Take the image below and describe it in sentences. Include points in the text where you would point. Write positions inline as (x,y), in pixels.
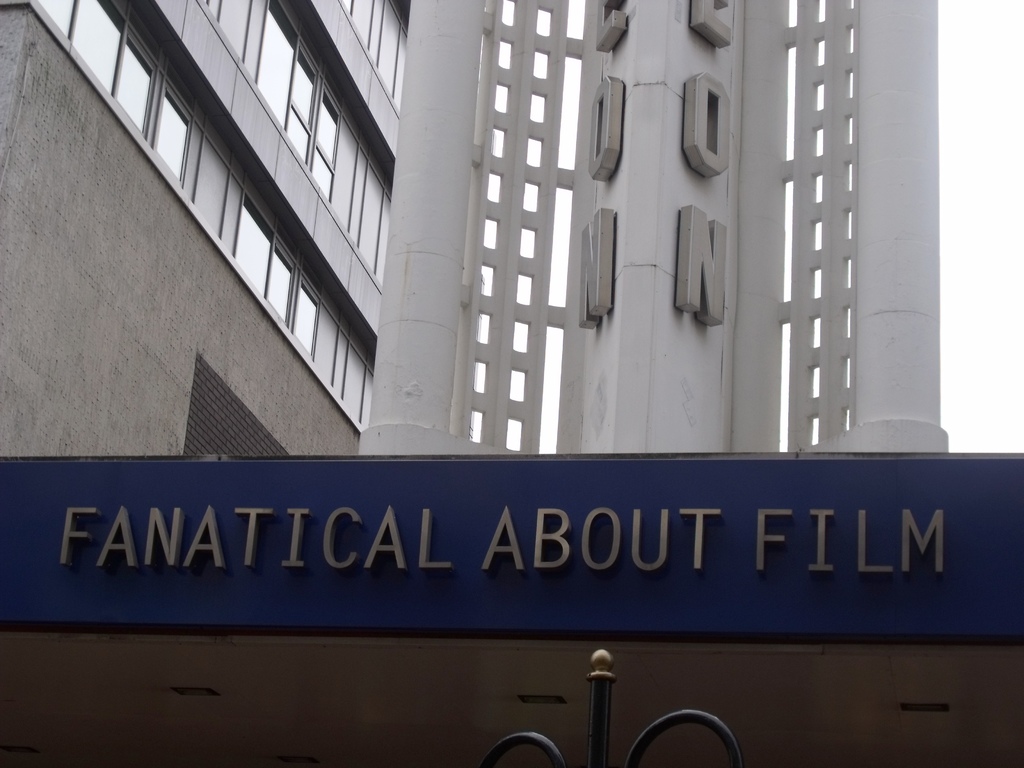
In this picture we can observe a building (432,333) which is in white color. We can observe a silver color words (130,547) on the blue color background (262,591). We can observe a black color pole (600,743) here. There are some windows (225,168) in the background (369,162).
